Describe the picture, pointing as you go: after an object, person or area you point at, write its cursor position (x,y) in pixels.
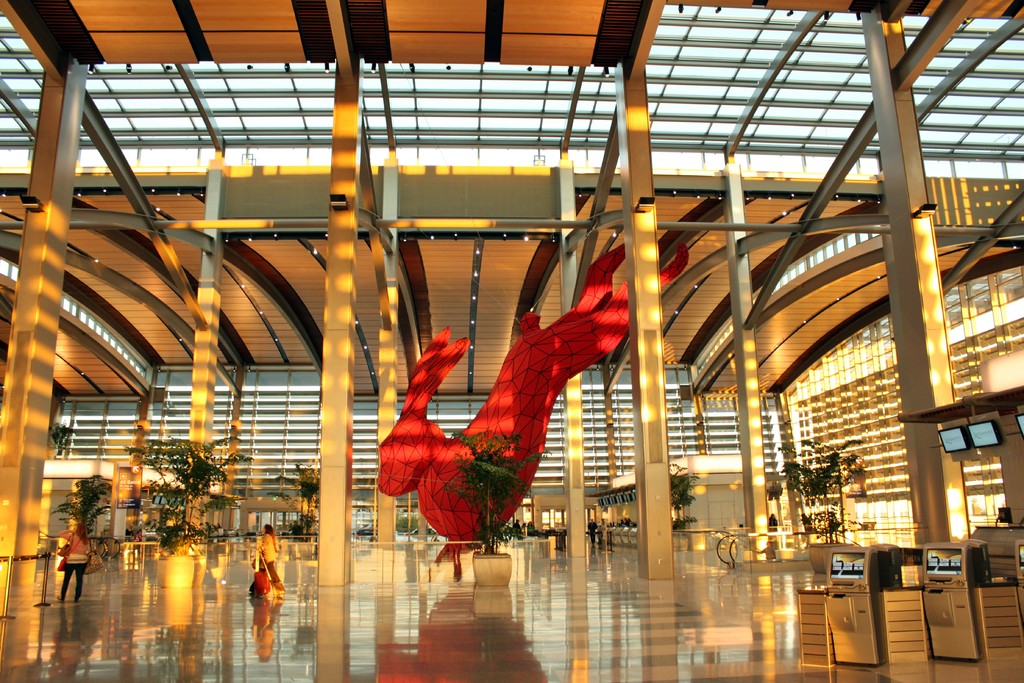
In this image I can see few people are inside the building (325,587). I can see the plants (486,452) and the statue (523,405) of an animal (489,421). To the right (871,596) I can see the machines (850,594) and the screens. I can see many lights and the pillars (949,471) inside the building (869,469).
